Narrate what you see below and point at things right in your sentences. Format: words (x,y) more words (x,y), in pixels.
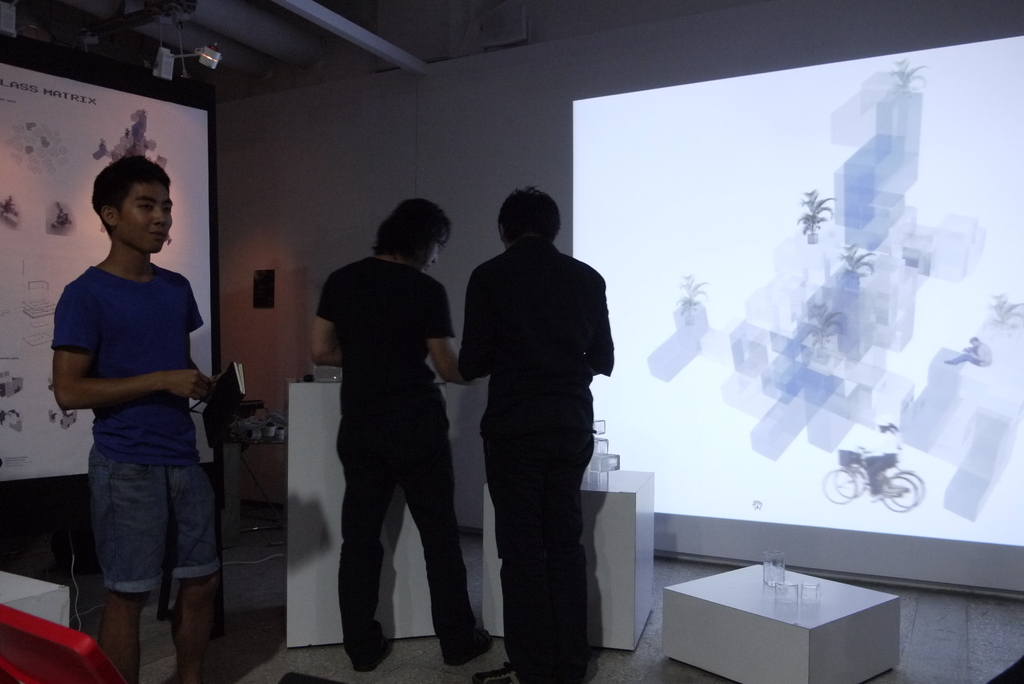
In this image there are group of persons (326,333) standing, in the back ground (783,156) there is screen (732,145), light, hoarding (82,114), glass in table (621,611).
